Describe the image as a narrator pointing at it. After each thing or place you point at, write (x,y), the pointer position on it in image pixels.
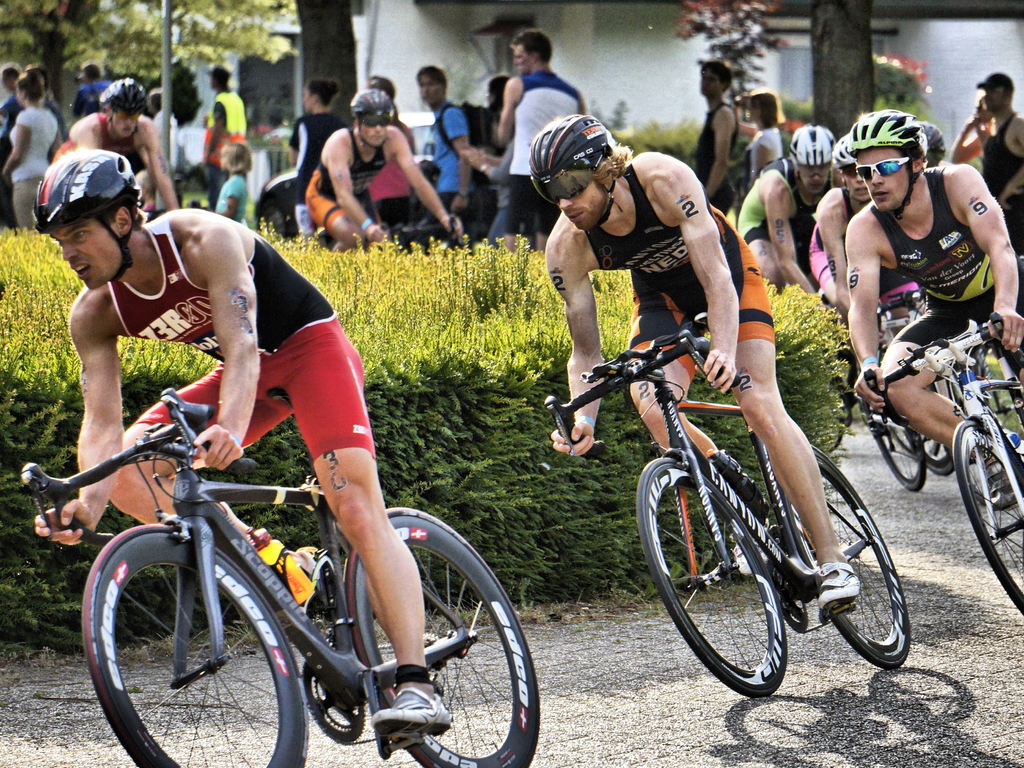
In this picture there are many people (896,217) riding a bicycle (517,705) on the road (661,631) and in the background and many people (41,67) standing, on to their left there are some plants (394,280), buildings (526,26) and there some trees (236,45), poles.
